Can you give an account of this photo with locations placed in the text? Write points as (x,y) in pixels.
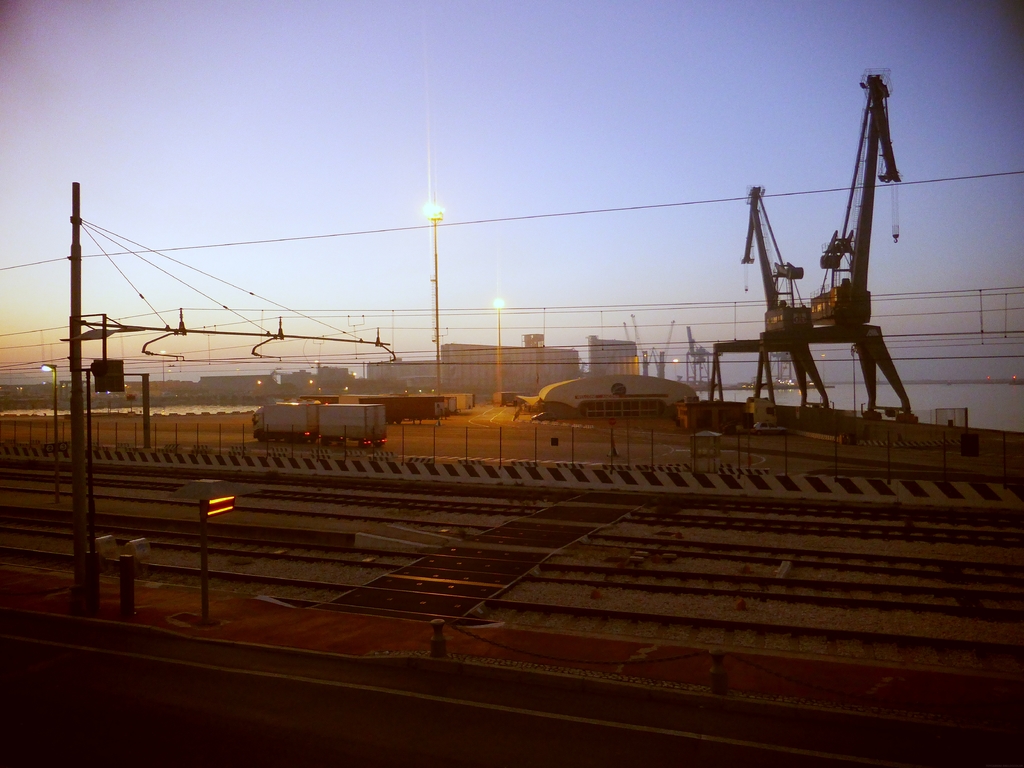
In this picture I can see the trucks (313,438), cars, trolleys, building (604,397), poles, electric wires (731,307), crane (842,302), street lights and other objects (106,381). At the bottom (712,632) I can see the railway tracks (685,500) and platform (258,632). At the top (614,149) I can see the sky (237,76).
